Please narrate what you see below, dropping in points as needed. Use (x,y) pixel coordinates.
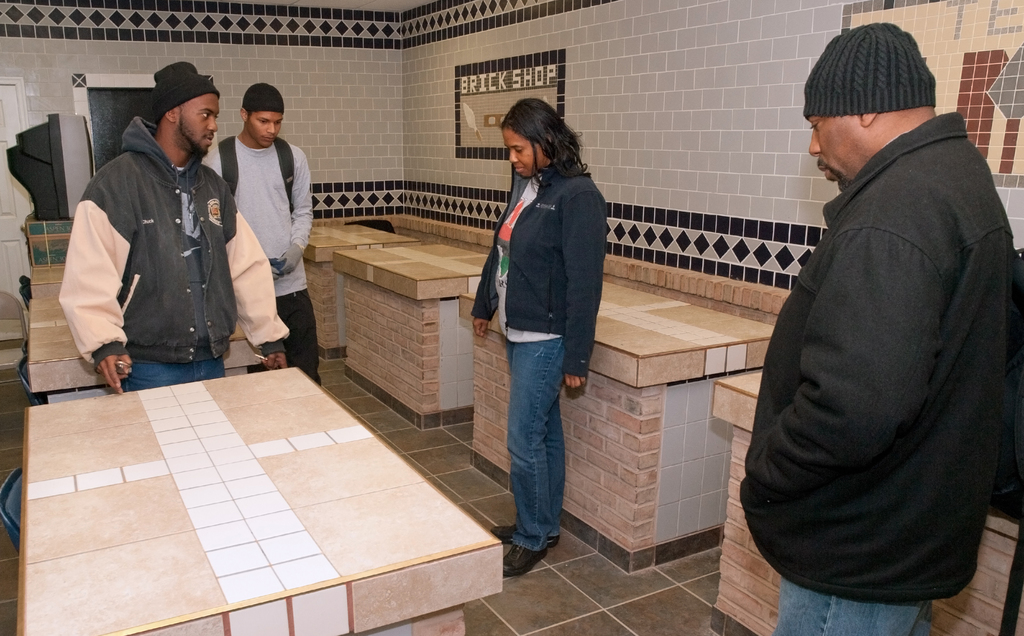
In the image we can see there are people (521,248) standing on the ground (628,599) and there are tables (615,454) which are made up of stone bricks (573,402). Behind there are tiles (682,80) on the wall (477,75).
